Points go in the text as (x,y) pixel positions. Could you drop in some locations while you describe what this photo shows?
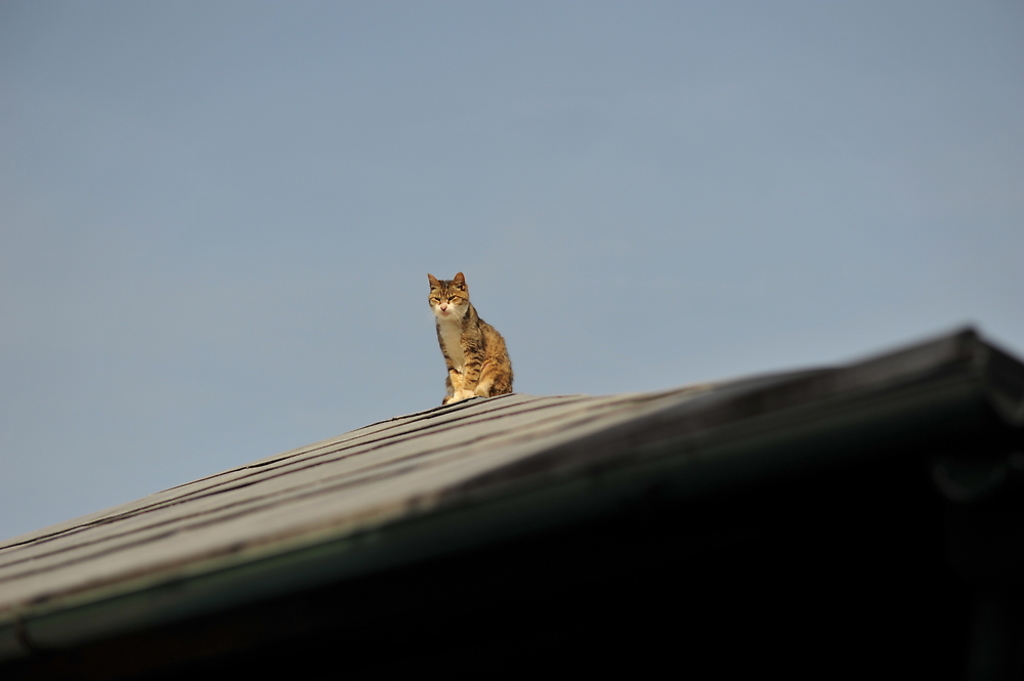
In this image we can see one cat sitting on the top of the house roof (609,465) and in the background (818,270) there is the sky (109,365).
